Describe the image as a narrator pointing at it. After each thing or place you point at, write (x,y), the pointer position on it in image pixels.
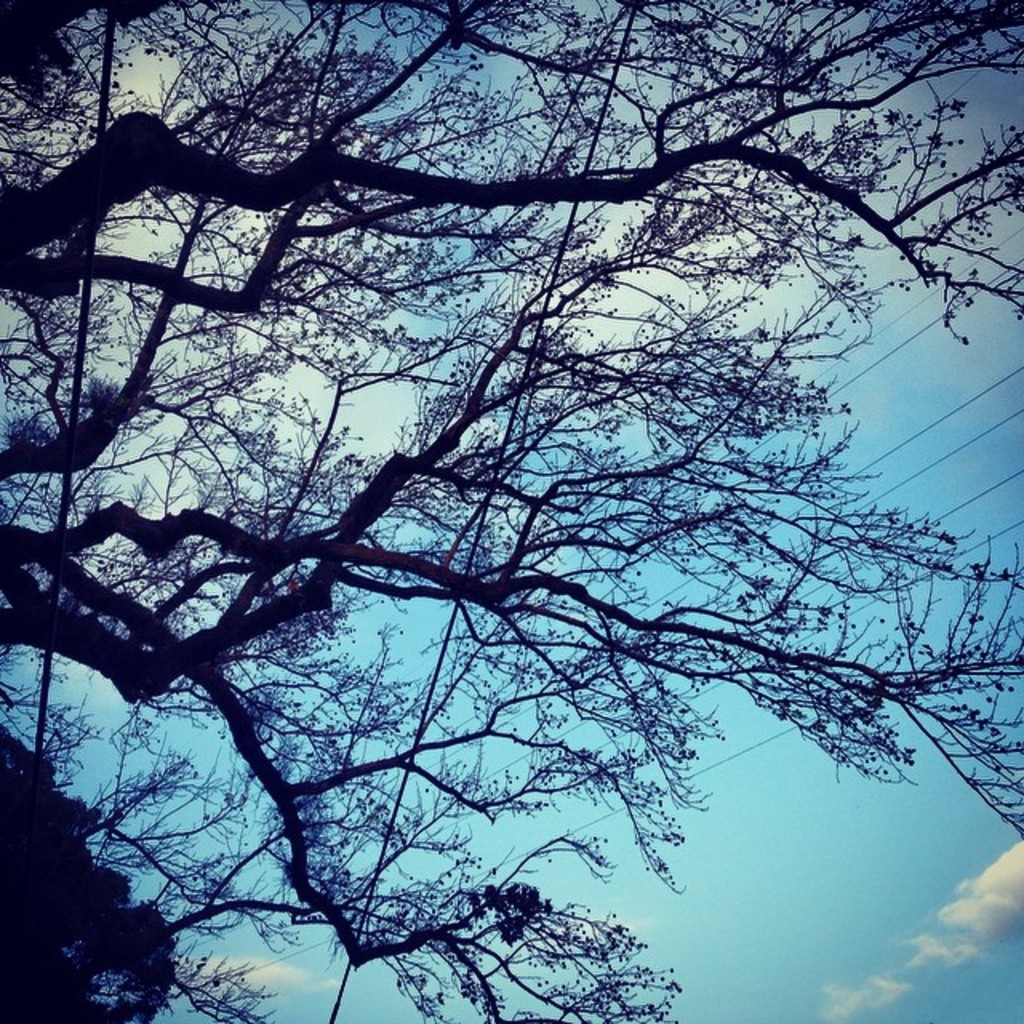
In this picture we can see trees (696,187), wires (602,129) are there. In the background of the image (424,633) clouds (277,970) are present in the sky (635,668).
